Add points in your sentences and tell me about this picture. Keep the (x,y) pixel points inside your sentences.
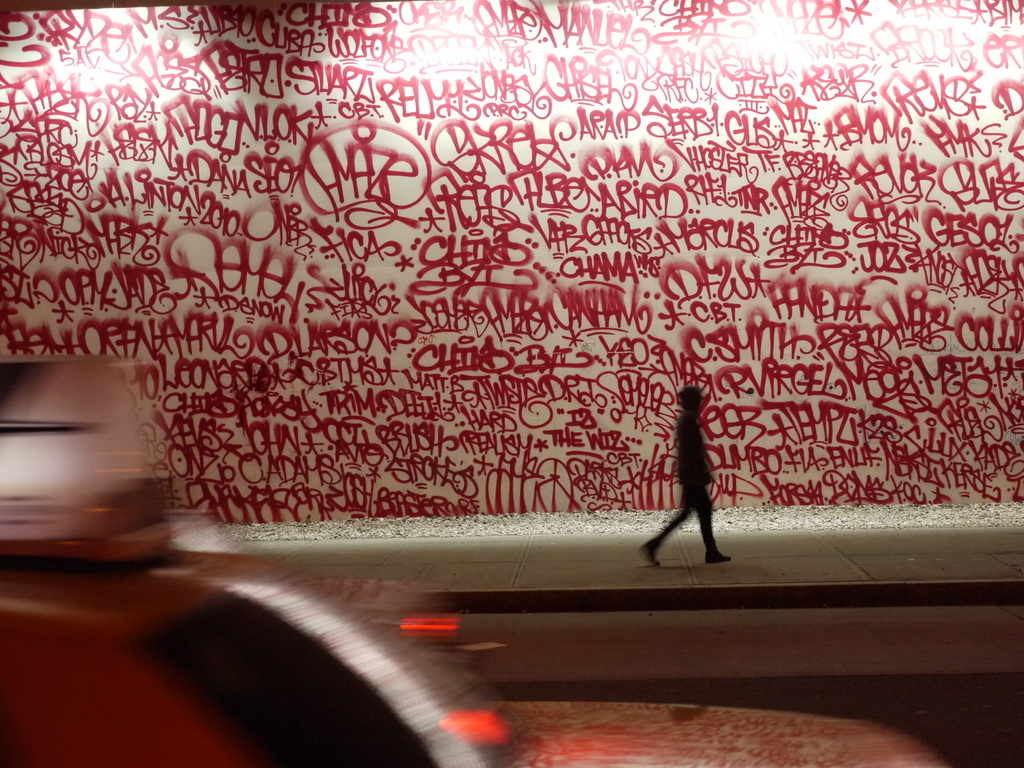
In the given image i can see a text (616,446) written on the wall (395,390).
